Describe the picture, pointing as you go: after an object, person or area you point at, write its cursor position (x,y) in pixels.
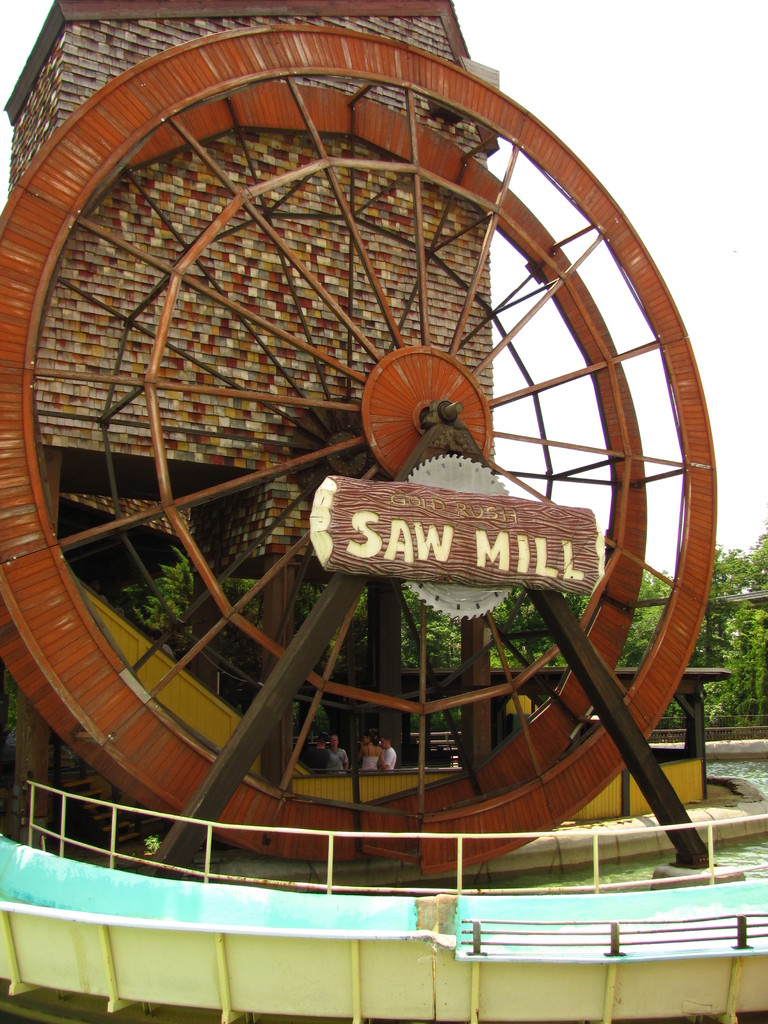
In this image there is a circular wooden structure (2,488) onto a building (319,313), beneath them there are a few people (321,764), in the background of the image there are trees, in the foreground of the image (410,886) there is a metal fence (596,861), behind the metal fence (590,873) there is water (569,874).
